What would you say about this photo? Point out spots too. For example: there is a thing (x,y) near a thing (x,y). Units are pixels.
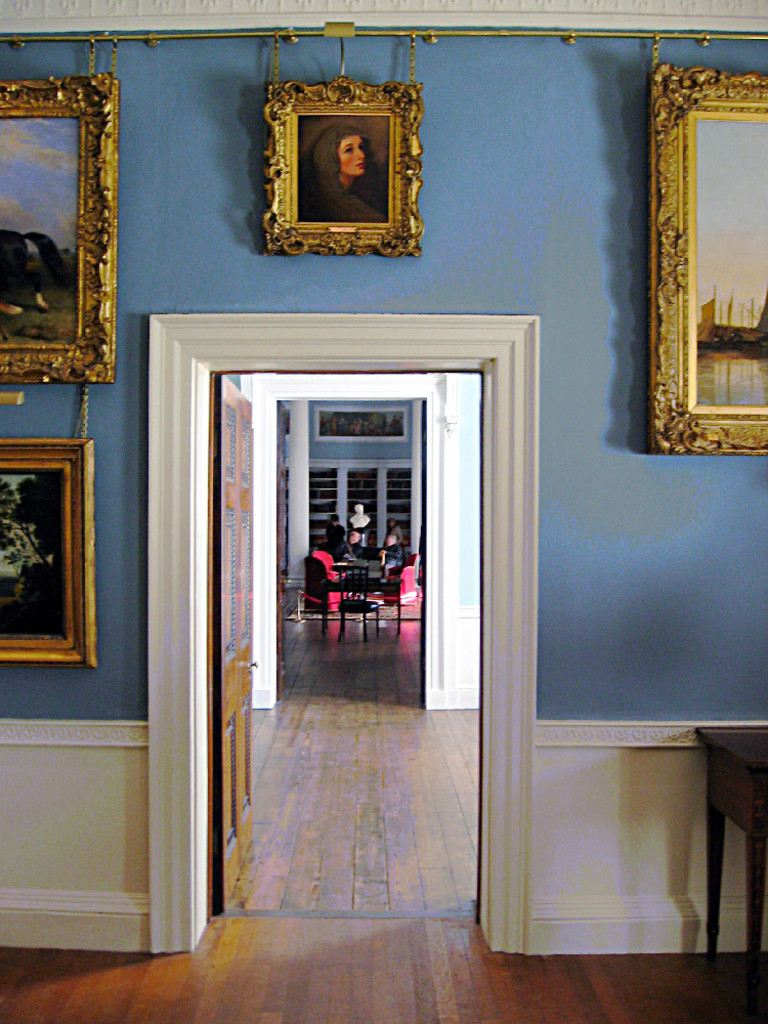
This picture shows an inner view of a room (406,195) and we see few photo frames (355,253) on the wall (590,112) and we see few people (381,555) seated on the chairs (415,563).
